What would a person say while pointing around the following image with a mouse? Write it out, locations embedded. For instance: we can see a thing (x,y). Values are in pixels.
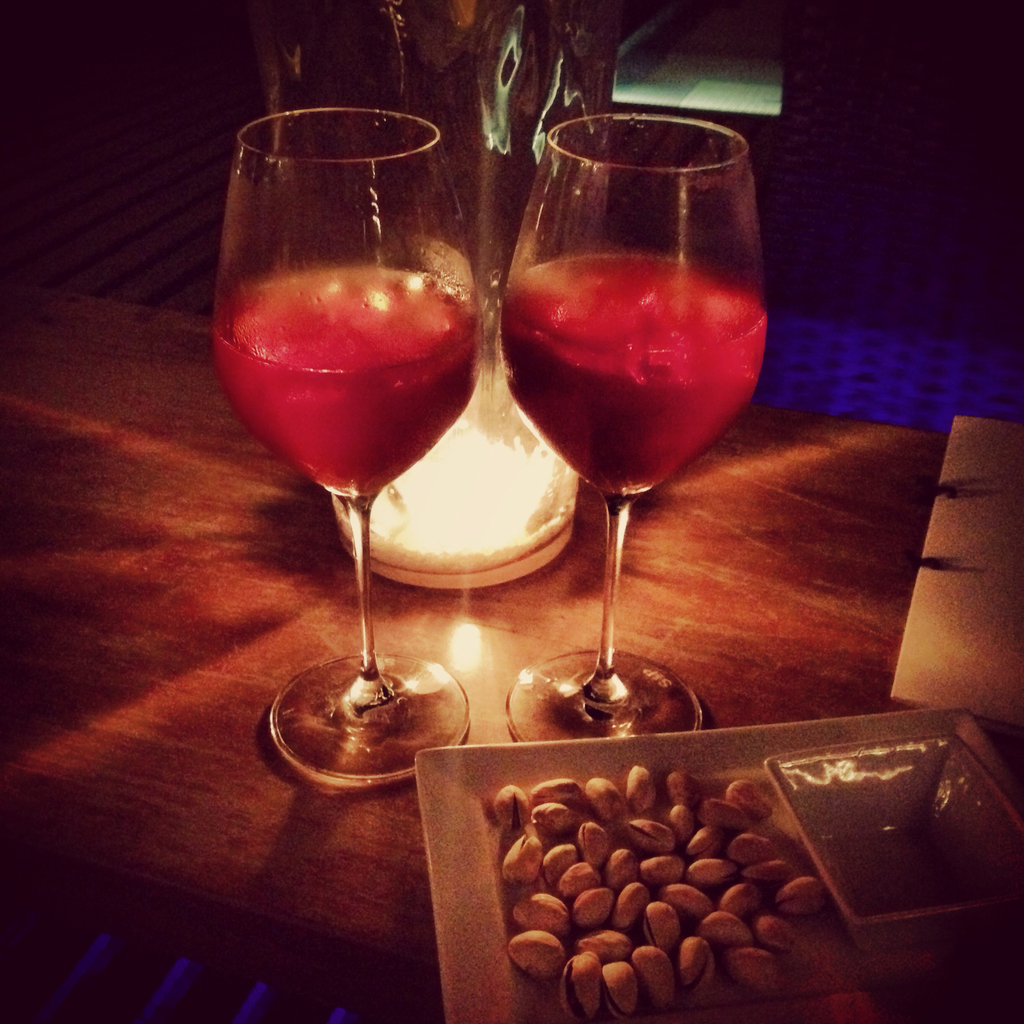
In this picture I see the brown color surface (776,630) on which there are 2 glasses (510,366), few things (661,863) on the plate (487,778) and I see a bowl (869,801) and in the middle of this picture (470,478) I see a glass (463,87) in the center (479,481), in which there is white color thing (413,482) and I see that it is a bit dark in the background (44,170).
